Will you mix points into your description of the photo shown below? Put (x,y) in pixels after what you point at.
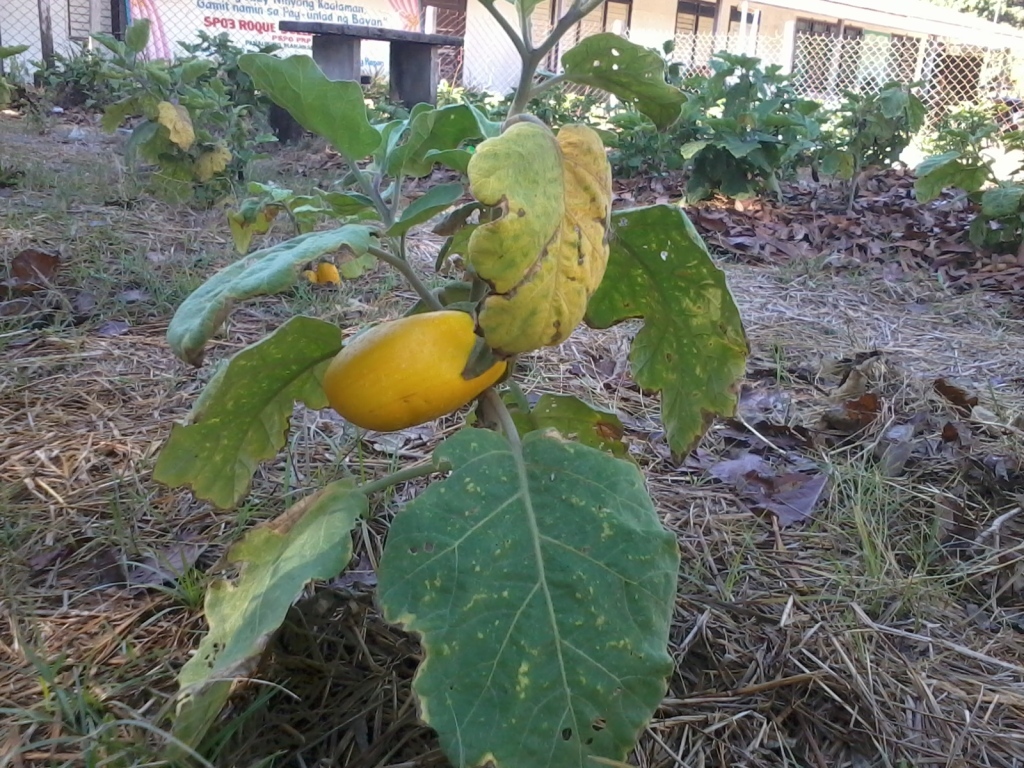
In this picture i can see yellow fruit (405,345) on the plant (501,264). At the bottom (489,687) i can see many leaves (443,552). In the bottom right corner (768,700) i can see grass (771,677). At the top (91,15) i can see the building (635,33). In the top right corner (1006,16) i can see trees (968,2), windows (952,47) and plants (827,162). In the top left corner (56,30) there is a fencing (72,25), beside that there is a banner (254,16).
